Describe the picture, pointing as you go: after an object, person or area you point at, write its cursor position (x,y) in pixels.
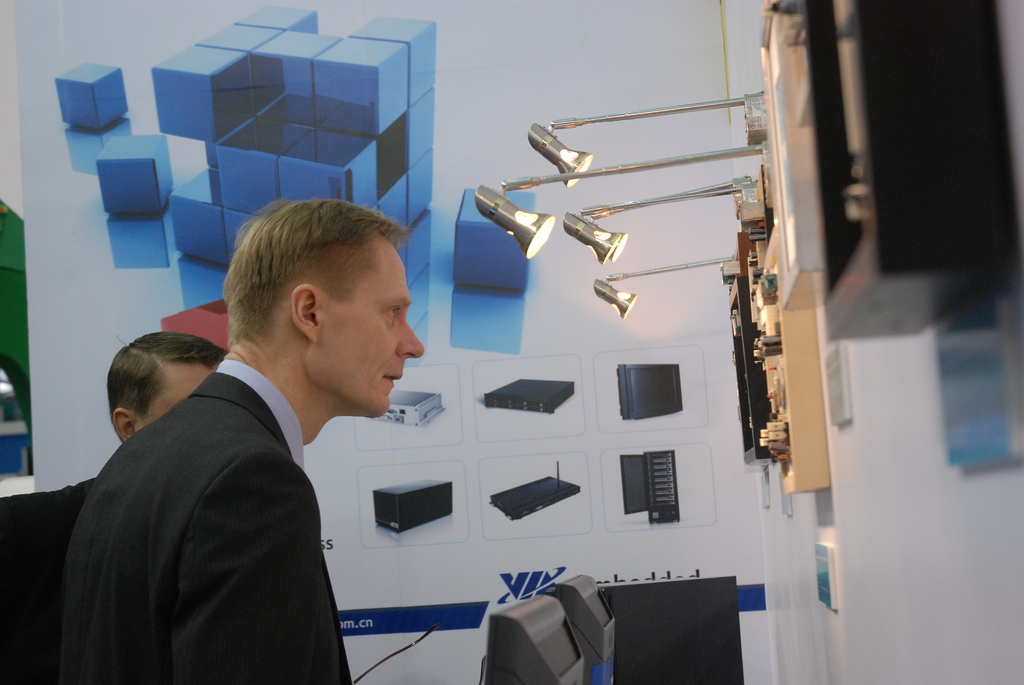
The man (253,365) on the left corner of the picture (236,501) wearing blue shirt (283,413) and black blazer (212,539) is standing and looking at the motherboard (762,465). On the right corner of the picture (914,625), we see a white wall (891,505) on which mother boards (750,384) are placed and on top of it, we see lights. Behind him, we see a white banner (179,229) containing cube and monitor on it.
